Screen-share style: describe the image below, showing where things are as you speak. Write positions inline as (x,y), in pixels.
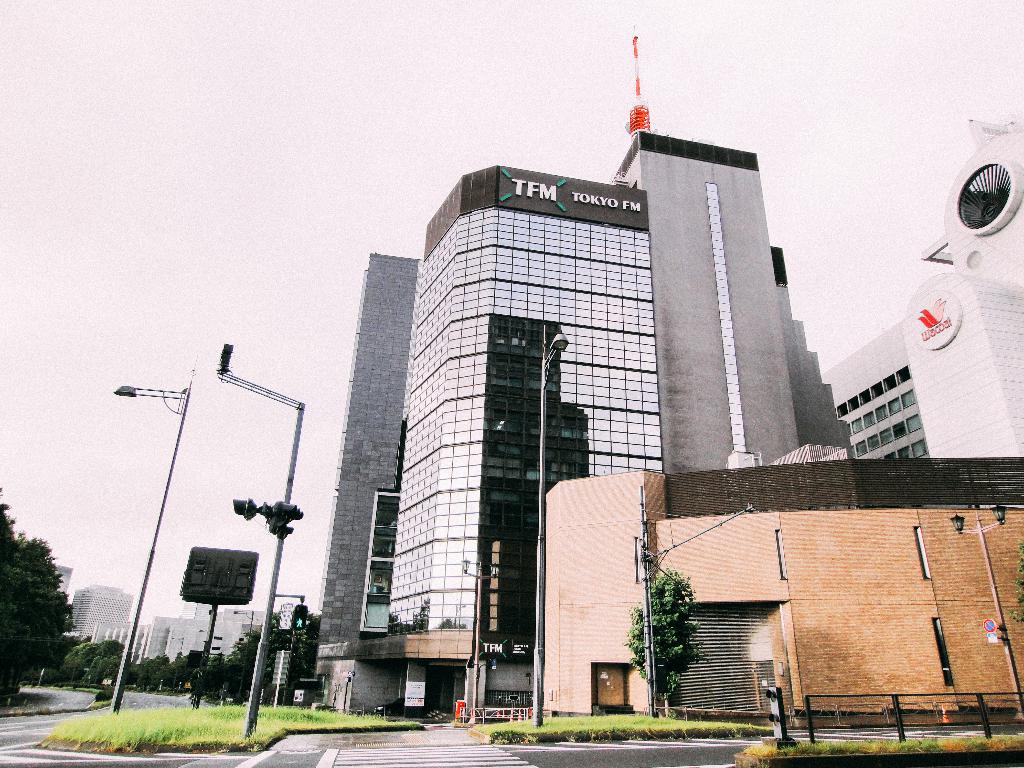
Here we can see buildings (565,629) with glass windows (518,437). Here we can see light poles (543,376), trees (684,645) and grass (182,723).
